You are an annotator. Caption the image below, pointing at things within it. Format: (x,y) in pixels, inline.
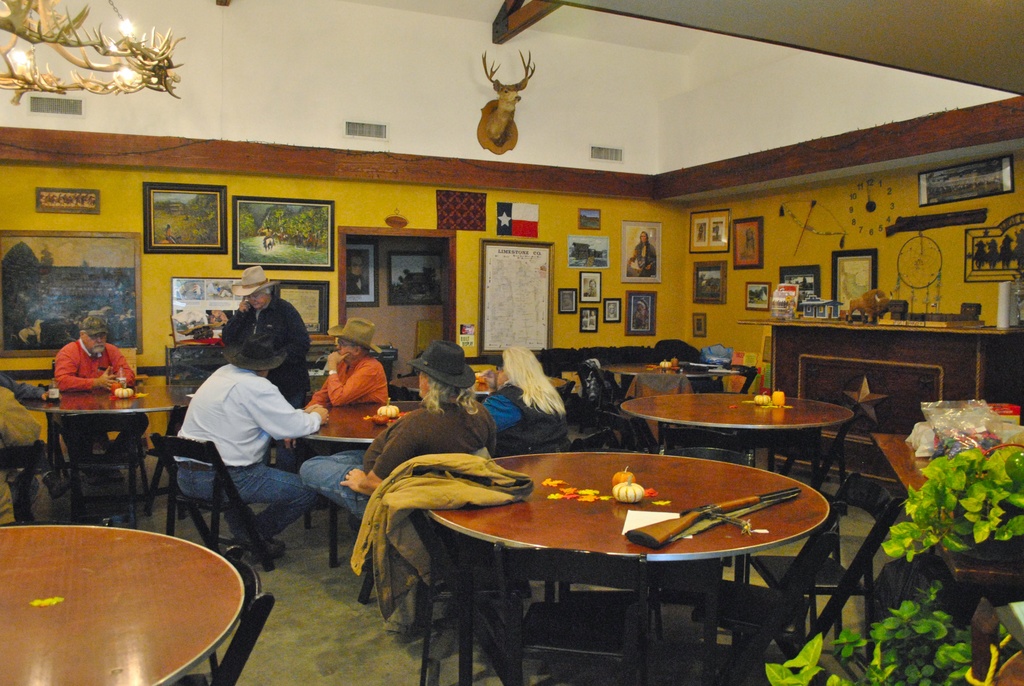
In this i can see a there are the tables (205,593) kept on the floor (360,626) and the right side (957,518) i can see a plant (906,634) and on the wall (895,254) i can see a no of photo frame (297,221) attached to the wall (182,262) and there is a group of persons (190,428) sitting around the table (191,392). And there is a chandelier (47,26) on the left side (33,39).
